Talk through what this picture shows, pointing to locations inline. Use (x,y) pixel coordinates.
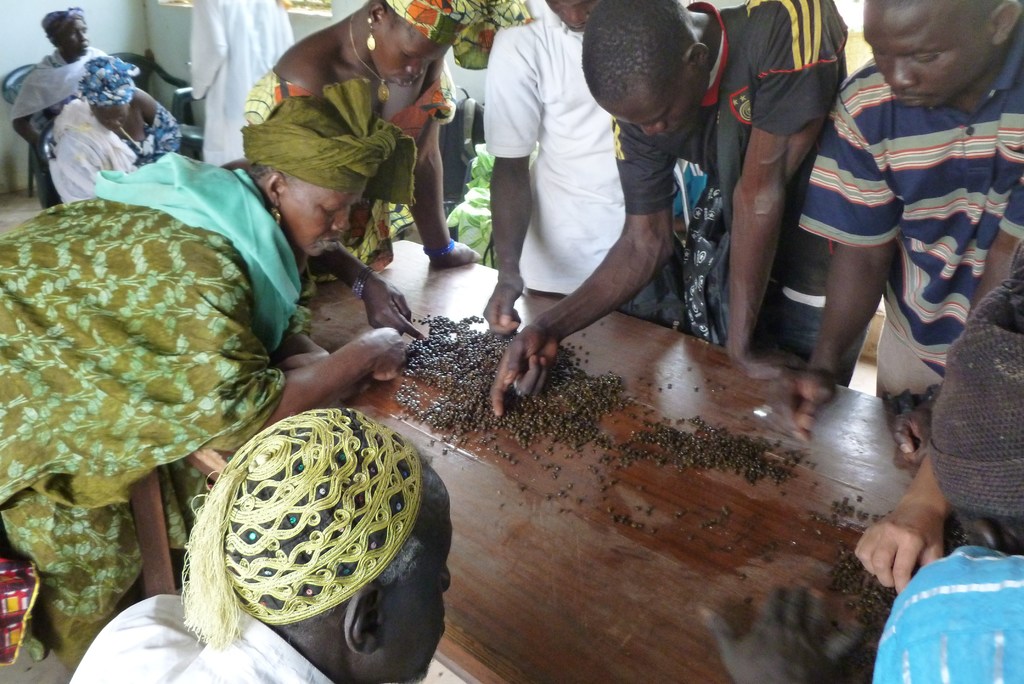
In this picture, we see people (513,216) standing around the table (532,564) and on the table (578,593), we see seeds (446,402) which are in brown color. Behind them, there are two people (139,110) sitting on the chairs (189,143). Behind the chairs (155,73), we see a white wall (136,41). In the background (465,226), we see a green cloth (476,229) and a black bag (465,156).
